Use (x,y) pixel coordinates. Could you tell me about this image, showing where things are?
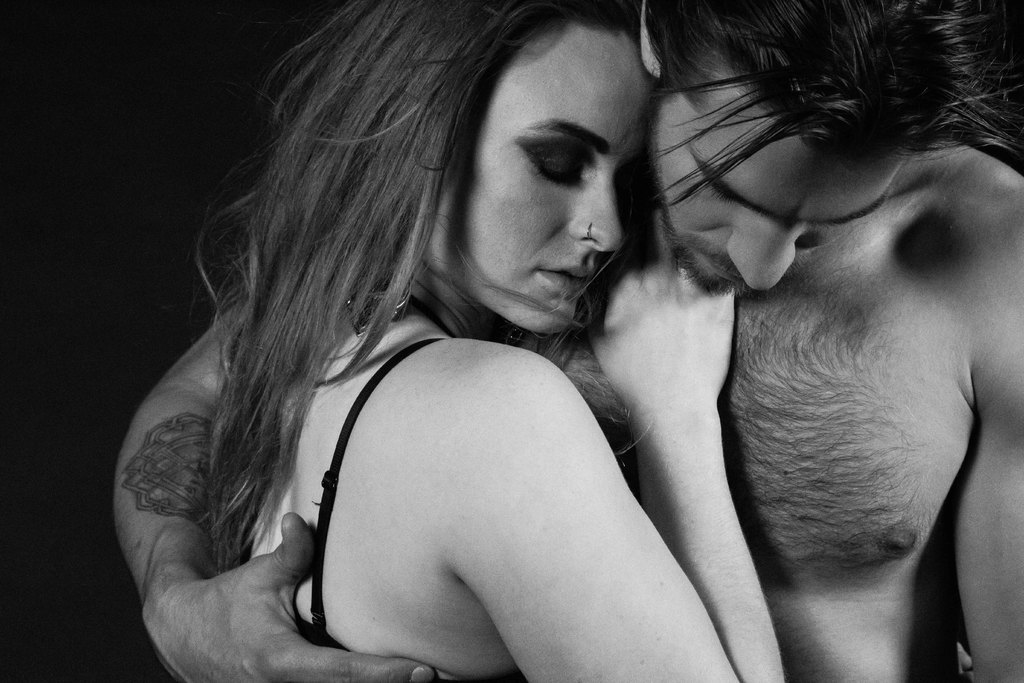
In this image in the center (524,244) there is one man (906,155) and one women (516,219) who are hugging each other, and there is a black background (176,229).
